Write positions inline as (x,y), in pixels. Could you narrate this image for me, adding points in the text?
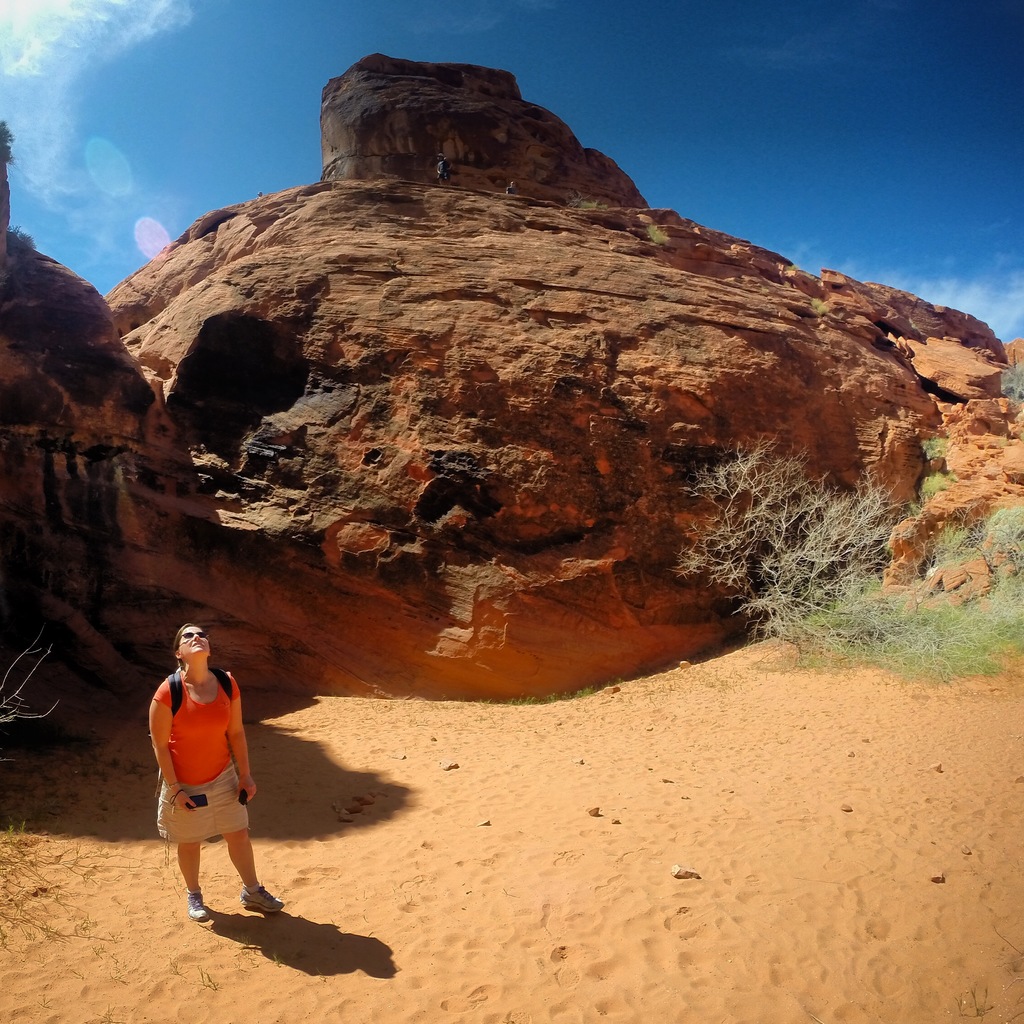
In this image we can see a woman (229,818) standing on the ground (324,892) holding a device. We can also see some plants (851,639), some people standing on the hill (456,570) and the sky (97,117) which looks cloudy.
